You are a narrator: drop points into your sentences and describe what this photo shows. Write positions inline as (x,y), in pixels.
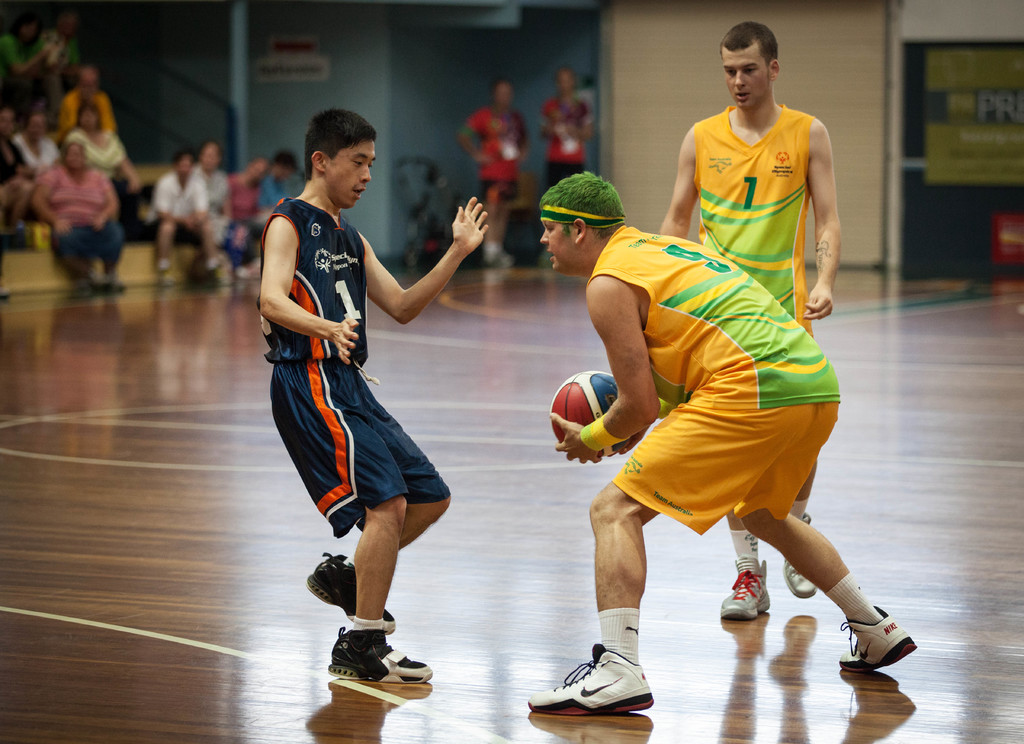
There are three people (686,370) playing basketball. One person (707,369) is holding a ball (586,414). In the back (102,151) there are many people (102,151) sitting. Two persons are standing. Also there is wall (629,54).
